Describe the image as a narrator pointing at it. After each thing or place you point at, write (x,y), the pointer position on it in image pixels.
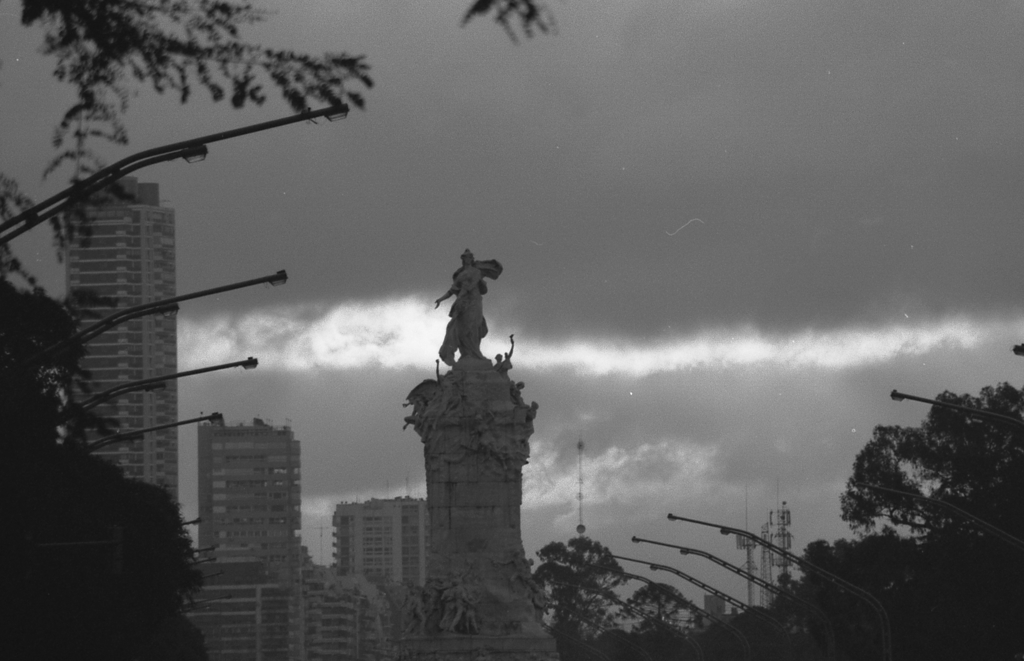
In the center of the image (507,414) there is a statue (491,584). In the background (339,454) we can see buildings (217,441), street lights (113,437), trees (803,623), towers (772,549), sky (720,356) and clouds (604,369).
